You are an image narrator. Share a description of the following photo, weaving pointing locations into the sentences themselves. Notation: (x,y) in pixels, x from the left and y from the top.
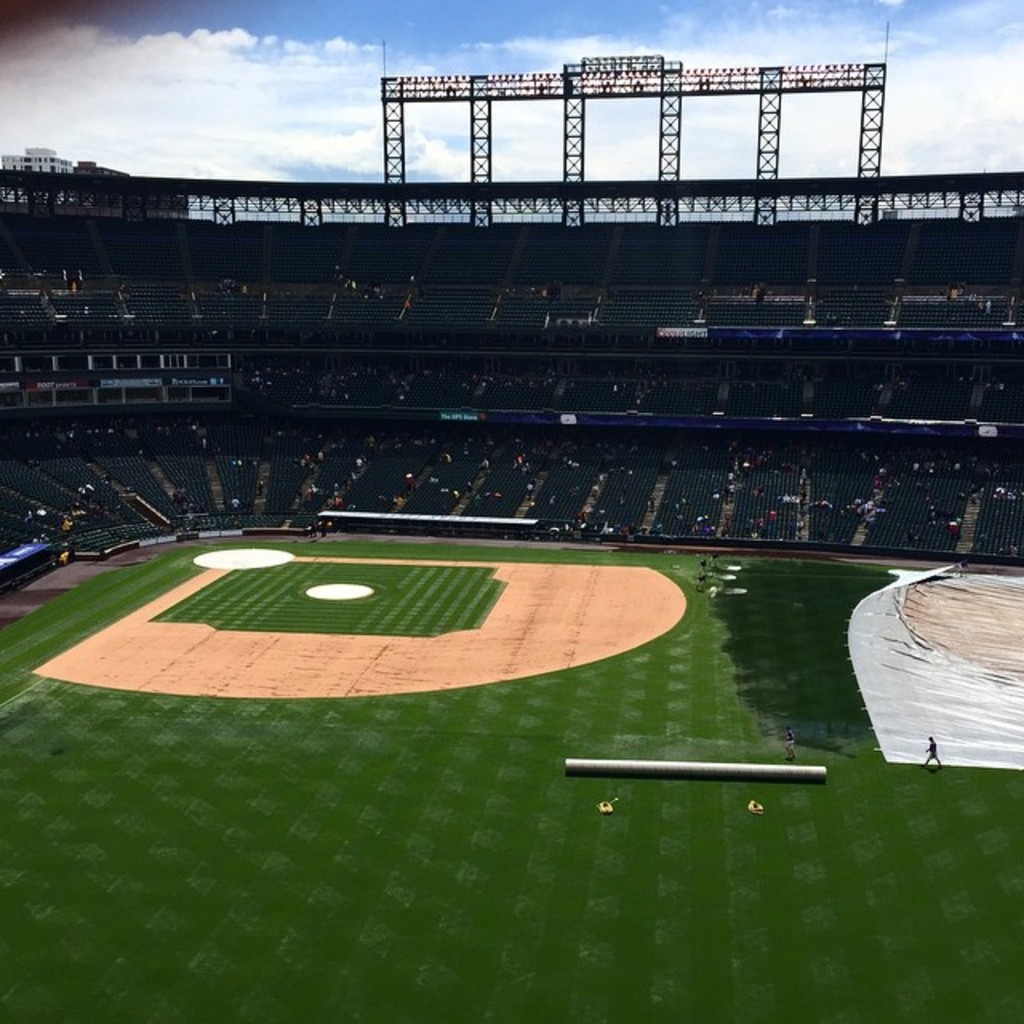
This is a stadium (193,810). At the bottom of the image (329,756) I can see the ground (526,685). On the right side (932,692), I can see a white color sheet (939,718) on the ground (801,662). In the background (623,484), I can see the stairs (265,490) and chairs (136,473) in the dark. At the top (450,88) I can see few poles (570,82). At the top of the image (281,28) I can see the sky (193,87) and clouds (117,86).
